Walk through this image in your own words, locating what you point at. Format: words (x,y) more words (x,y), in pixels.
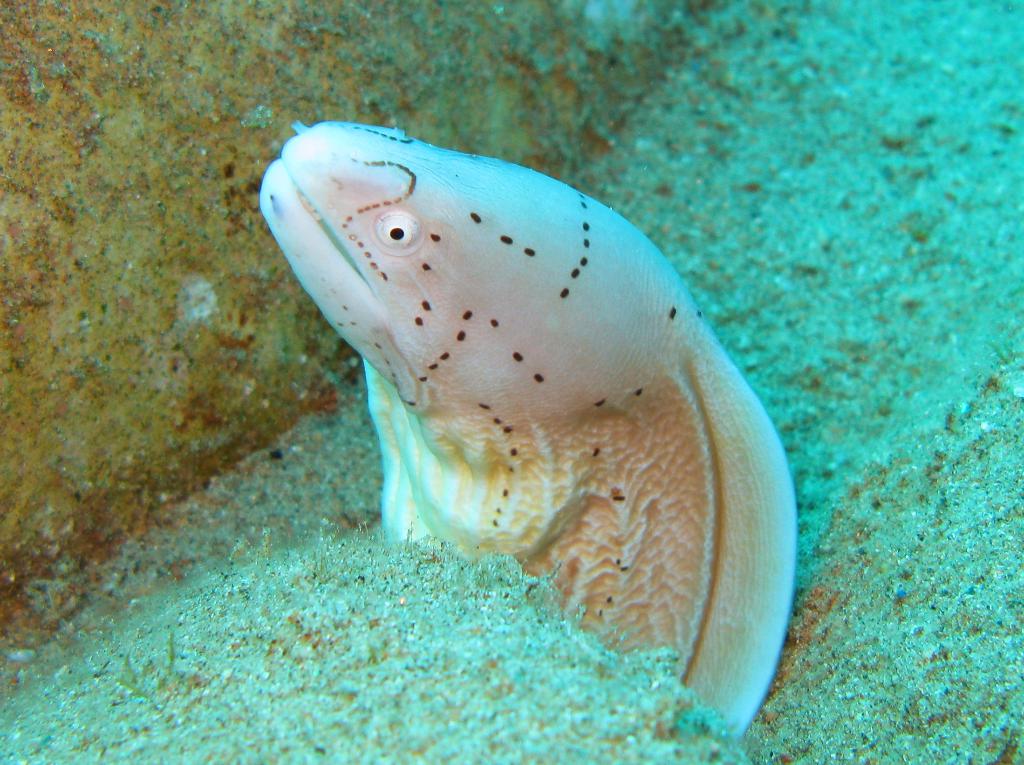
The image is taken inside the water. In this picture there is a fish (506,381). In the foreground (282,621) we can see sand (425,589). On the top (159,135) towards left (193,125) there is stone like object (180,104).
